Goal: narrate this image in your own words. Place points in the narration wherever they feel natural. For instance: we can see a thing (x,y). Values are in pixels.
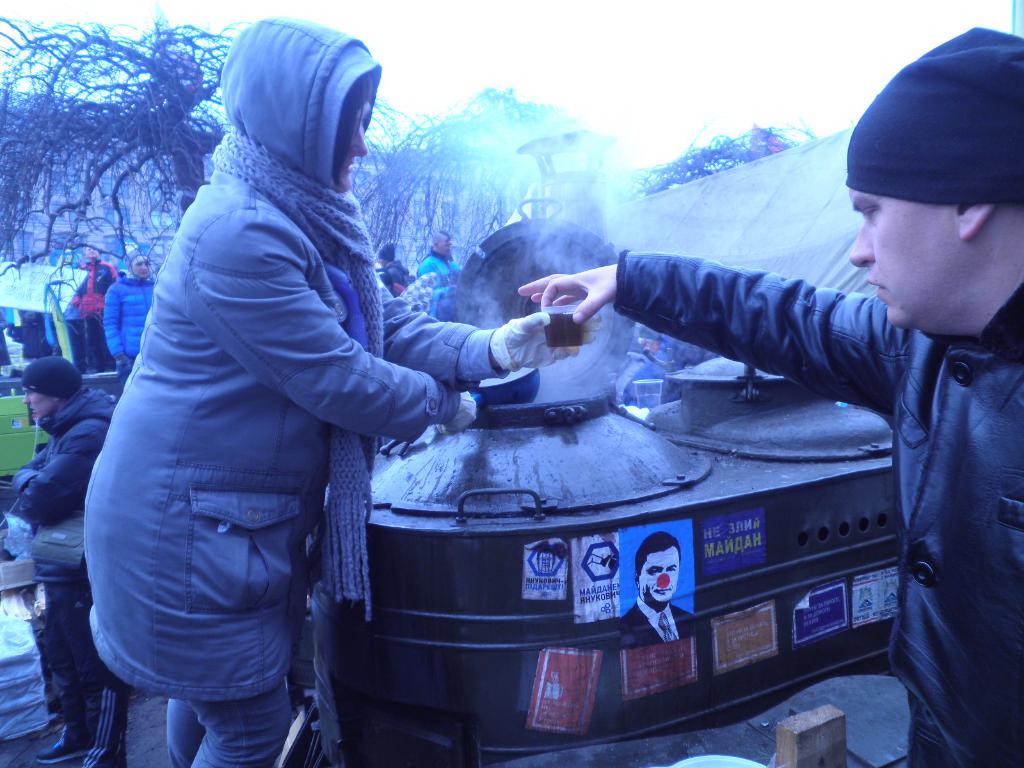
In this image we can see a man (843,354) on the right side (848,331) is holding a glass (573,326) with liquid (568,323) in it in his hand (611,286) and another person (321,72) on the left side (275,201) is holding the same glass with the hand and an object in the another hand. We can see posters (590,561) on the object (554,421). In the background (72,592) we can see few persons (426,281), trees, building (161,204), windows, objects (22,288) and sky (464,48).
